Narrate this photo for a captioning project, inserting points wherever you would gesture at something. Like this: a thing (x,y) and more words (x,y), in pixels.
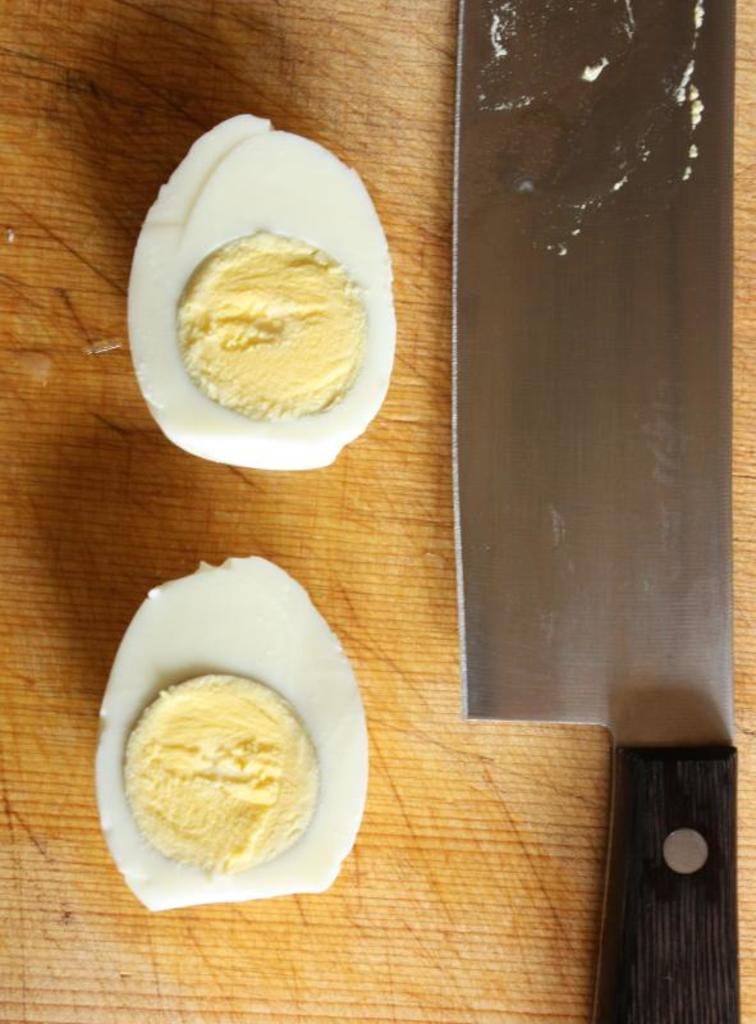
In this picture we can see boiled egg slices (234,622) and a knife (459,331) on the wooden surface (261,552).
